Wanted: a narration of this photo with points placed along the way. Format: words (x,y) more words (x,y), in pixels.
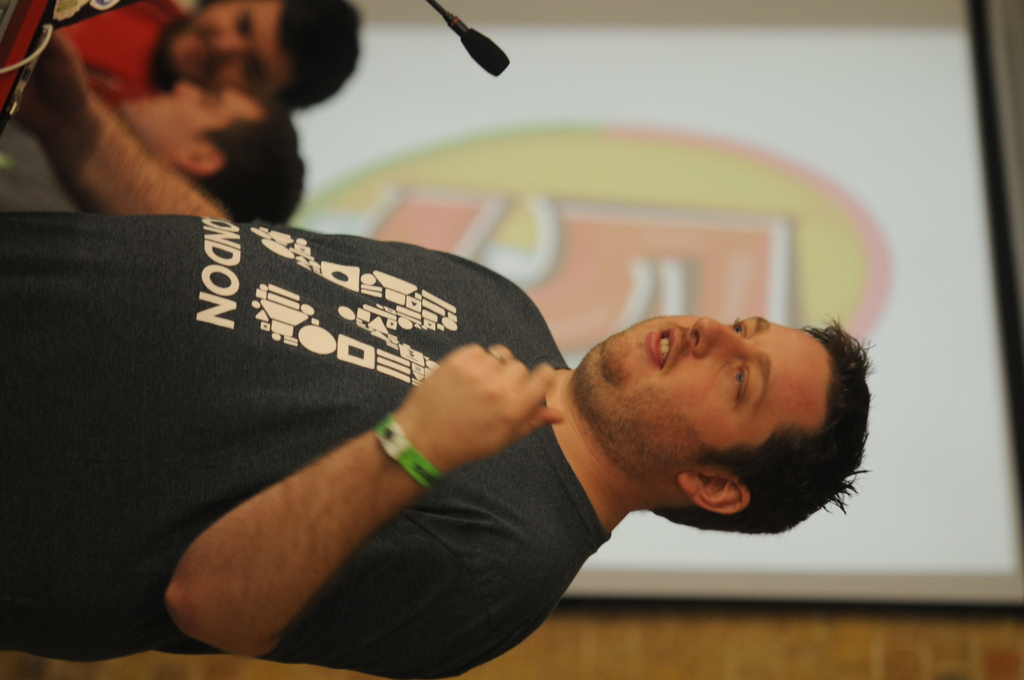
The man (223,387) in black T-shirt (366,417) is standing in front of the picture. In front of him, we see a microphone (469,34). I think he is talking on the microphone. Beside him, we see two men (238,149) sitting on the chairs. Behind him, we see a brown wall (756,626) and a board (878,361) in white color.
